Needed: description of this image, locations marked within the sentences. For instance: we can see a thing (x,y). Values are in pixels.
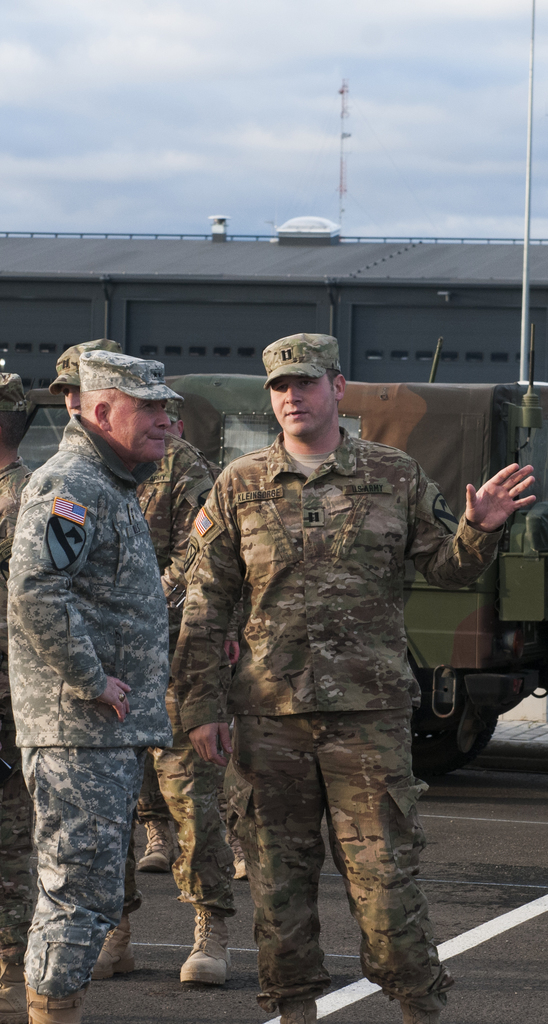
In the image we can see there are people (190,618) standing, wearing army clothes (185,587), shoes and a cap (308,353). There are white lines (447,955) on the road (479,906) and we can even see there is a vehicle (455,434), building (341,277), pole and a cloudy sky (190,94).
